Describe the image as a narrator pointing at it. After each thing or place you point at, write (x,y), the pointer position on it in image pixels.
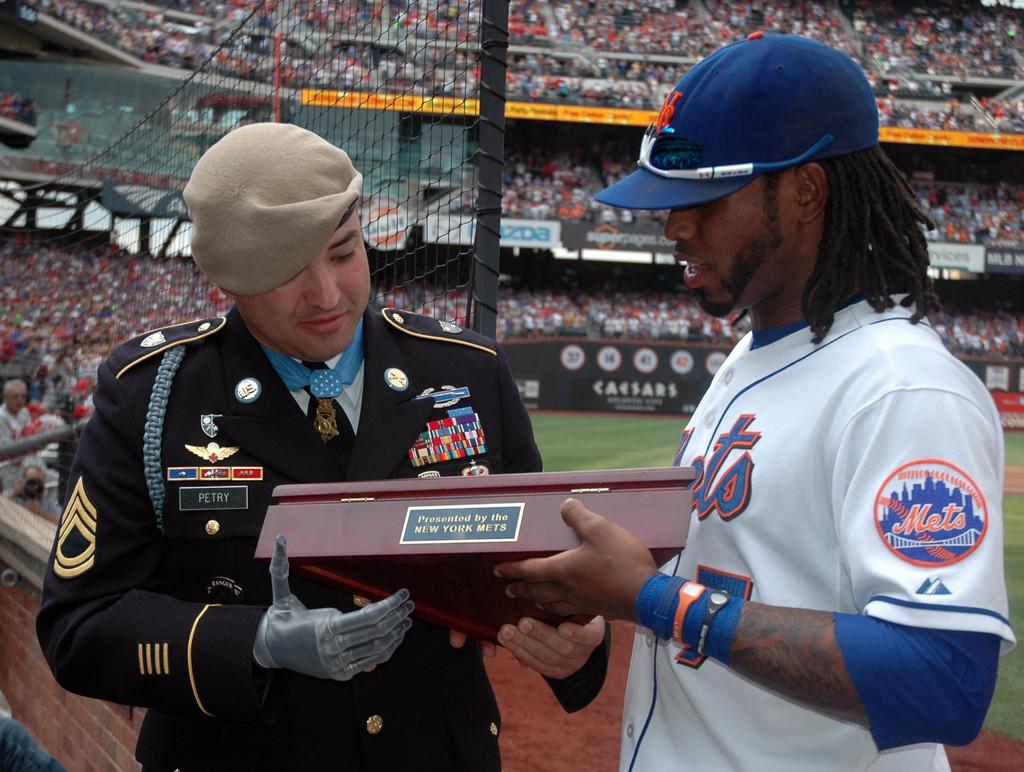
In this image there are two persons (556,590) are standing and holding an object (525,501) as we can see in middle of this image (531,512). The right side person (775,533) is wearing white color t shirt (804,456) and blue color cap (751,65) and the left side person (136,473) is wearing black color dress (256,562), and there is a boundary wall (530,364) in middle of this image (646,368) and there are some audience (565,217) are sitting at outside to this boundary wall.
